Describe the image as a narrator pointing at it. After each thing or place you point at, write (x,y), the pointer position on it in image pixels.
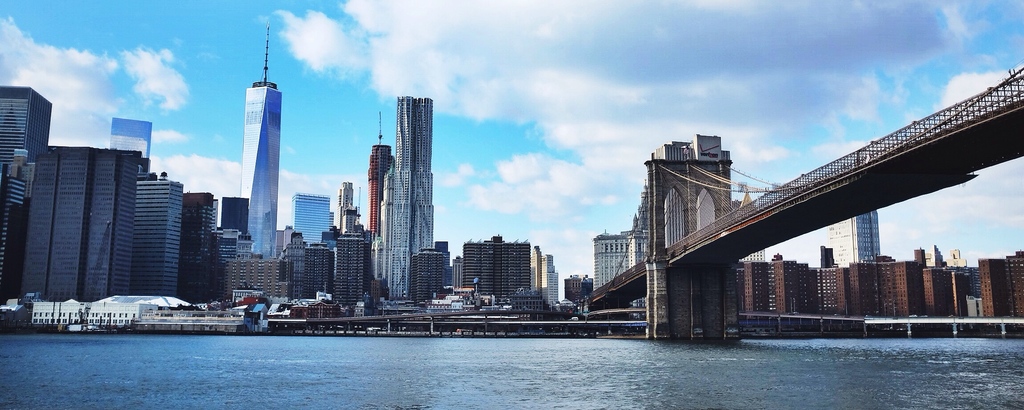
In this image we can see a water body (569,363) with a bridge (673,296), pillars (673,288) and ropes (694,211) to it. On the backside (611,273) we can see some buildings (369,224) and the sky (514,98) which looks cloudy.
